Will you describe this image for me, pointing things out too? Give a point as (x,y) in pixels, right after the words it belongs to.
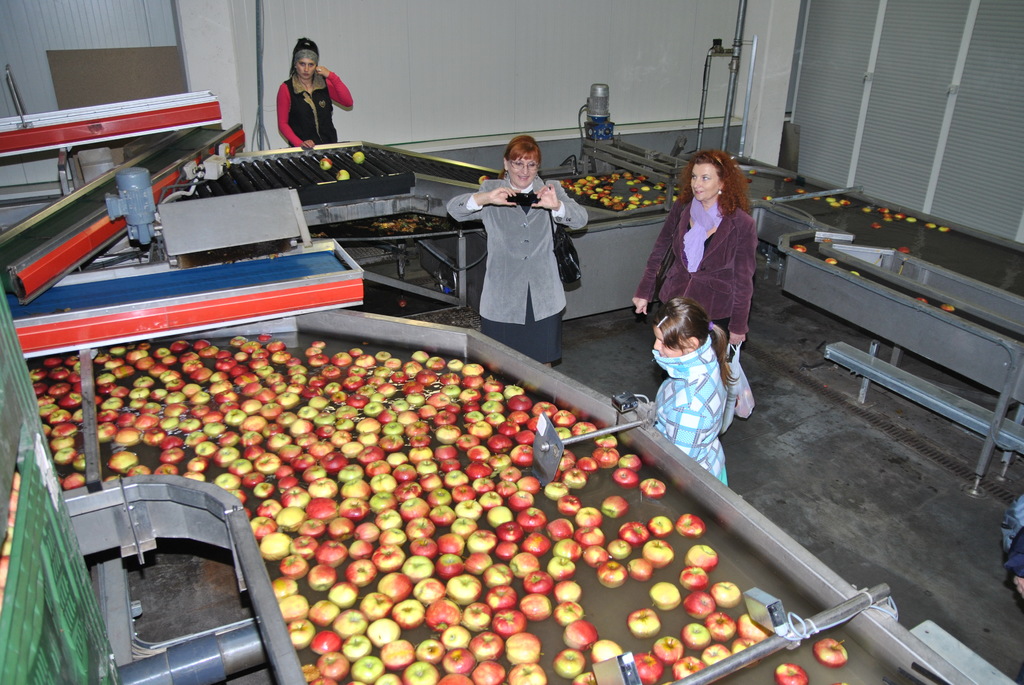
Here in this picture we can see a group of women (548,242) standing over a place (566,362) and the woman (513,217) in the middle (527,230) is capturing photographs with a mobile phone (520,197) in her hand (506,198) and they are smiling and in front of them we can see a place (171,453). which is filled with water (743,572), in which we can see number of apples (419,432) present and we can also see machines (244,252) present behind them also and we can see apples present on it.
